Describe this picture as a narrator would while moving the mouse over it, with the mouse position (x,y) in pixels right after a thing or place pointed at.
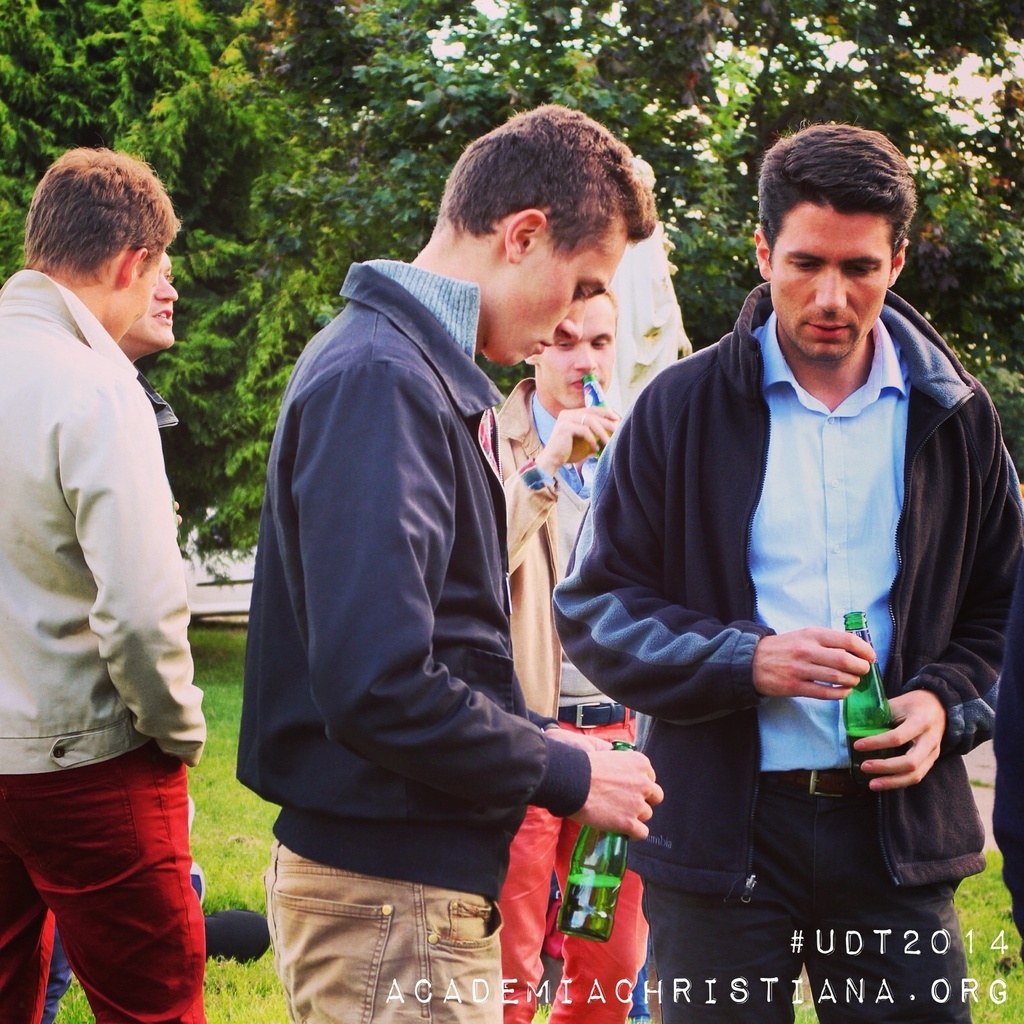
In this picture we can see some people (98,655) on the grass (241,872) and three men (394,510) are holding bottles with their hands (912,697) and in the background (223,389) we can see trees (608,121) and at the bottom right corner (852,951) we can see some text (766,1002).
